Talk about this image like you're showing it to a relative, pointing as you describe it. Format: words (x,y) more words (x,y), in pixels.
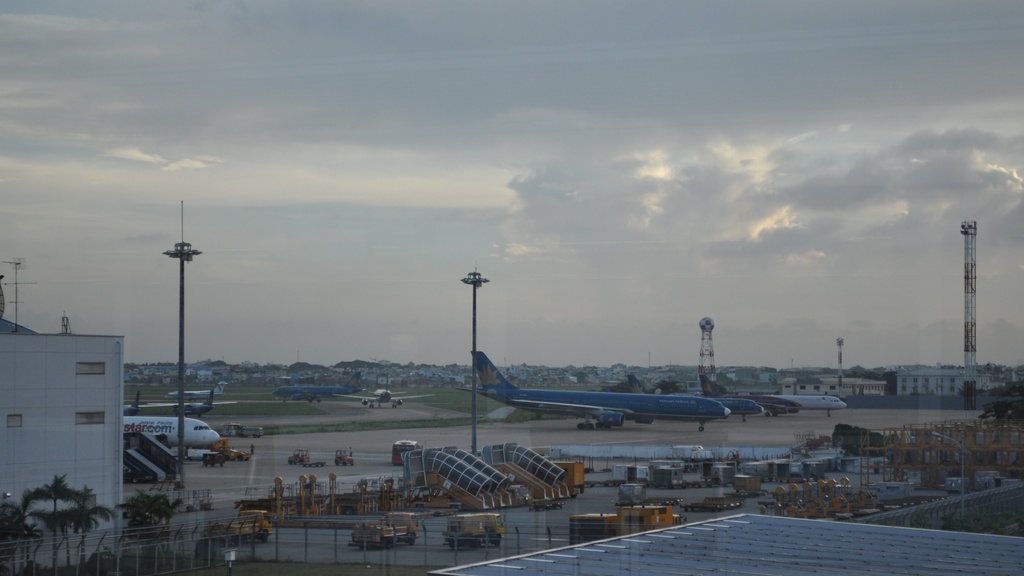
In this image at the bottom (105,405) we can see trees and building (109,381) on the left side (92,379), roof (589,557), vehicles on the road (386,446), objects (419,506), rods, poles (961,445), metal objects (481,495) and fence (200,538). In the background (190,330) we can see planes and vehicles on the road (432,406), towers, buildings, grass (152,389) on the ground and clouds (392,123) in the sky (392,123).
